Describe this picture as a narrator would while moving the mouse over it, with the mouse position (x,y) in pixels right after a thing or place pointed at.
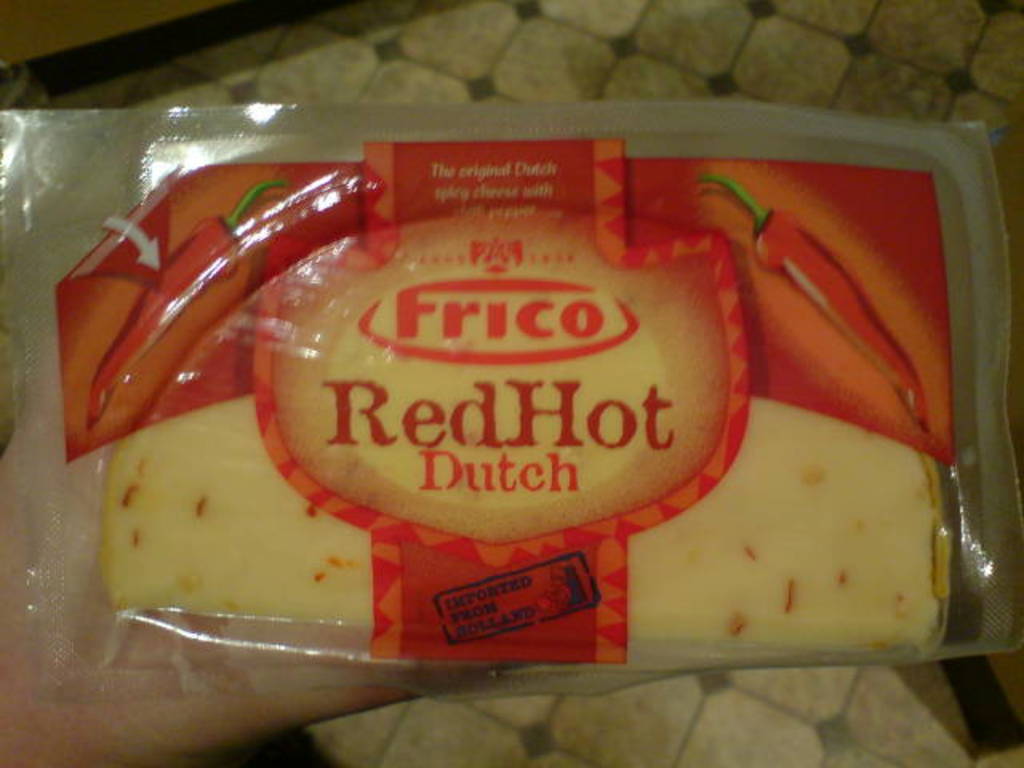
In this image a person (86,747) is holding some food product (408,552). The food product (449,356) is a packet (491,266) with a red color and transparent plastic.
